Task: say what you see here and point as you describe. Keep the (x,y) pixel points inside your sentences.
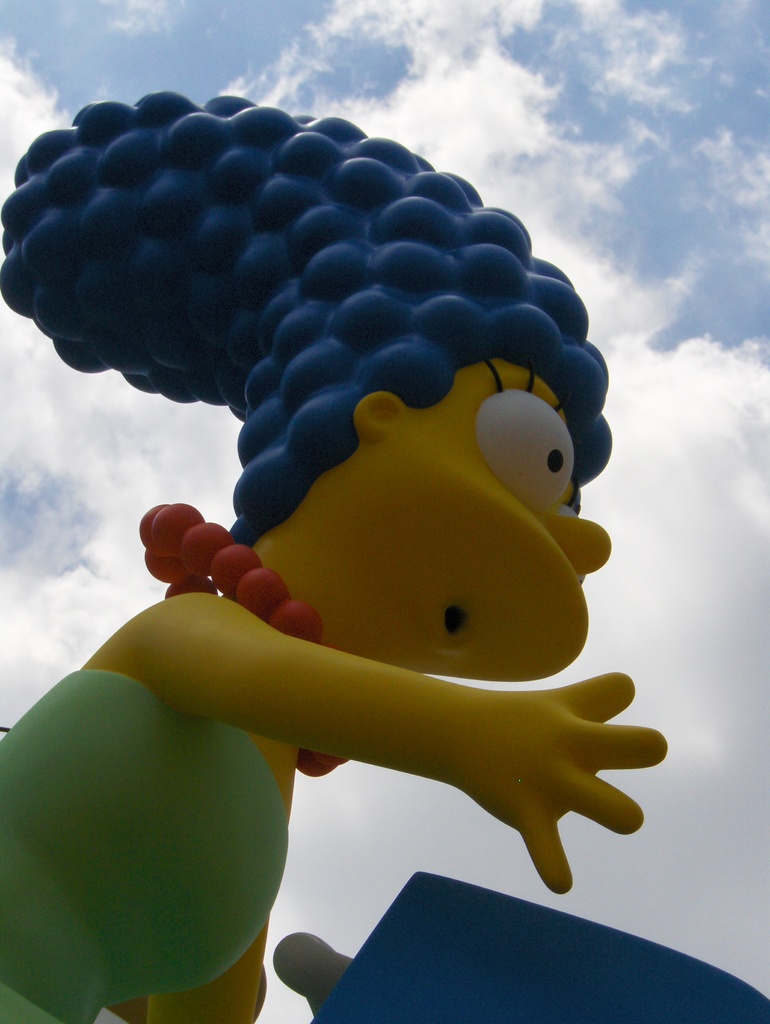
In the picture I can see a sculpture of a cartoon character (361,701). In the background (636,529) I can see the sky (637,483).
